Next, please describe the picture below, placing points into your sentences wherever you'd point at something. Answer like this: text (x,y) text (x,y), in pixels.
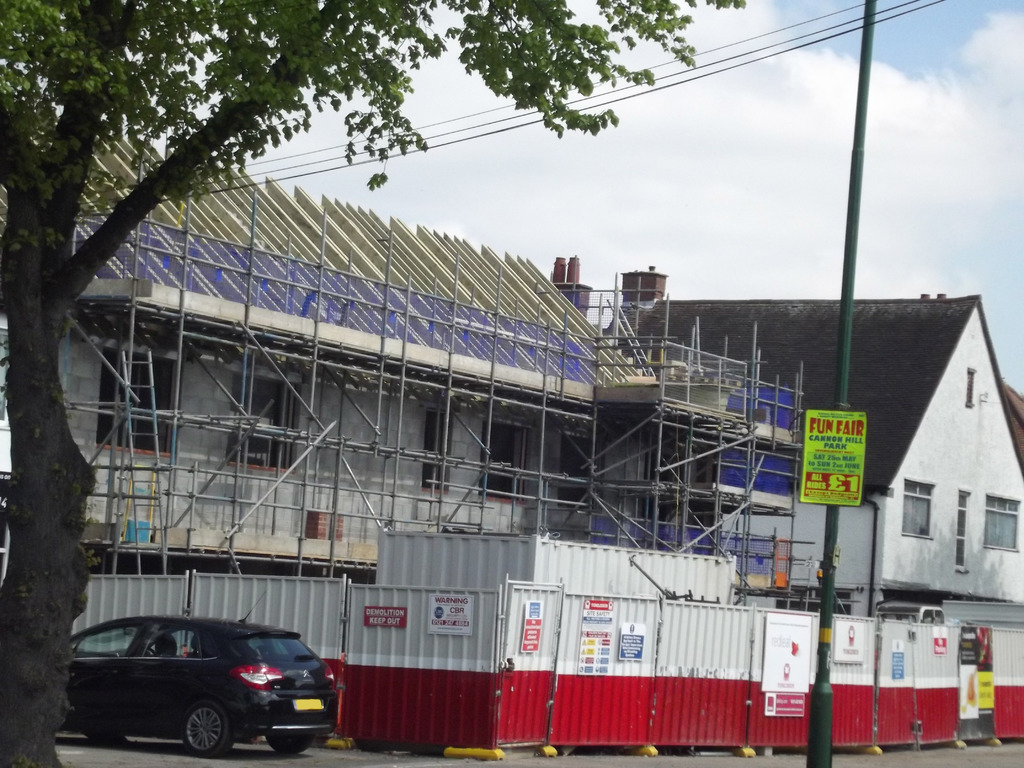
In this image I can see buildings (571,420), fence (627,692), poles (447,482) among them this pole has a board (819,411) attached to it and vehicle (287,704) on the road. I can also see a tree (97,106) and some other objects (488,566) on the ground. In the background (737,122) I can see the sky (708,146).
